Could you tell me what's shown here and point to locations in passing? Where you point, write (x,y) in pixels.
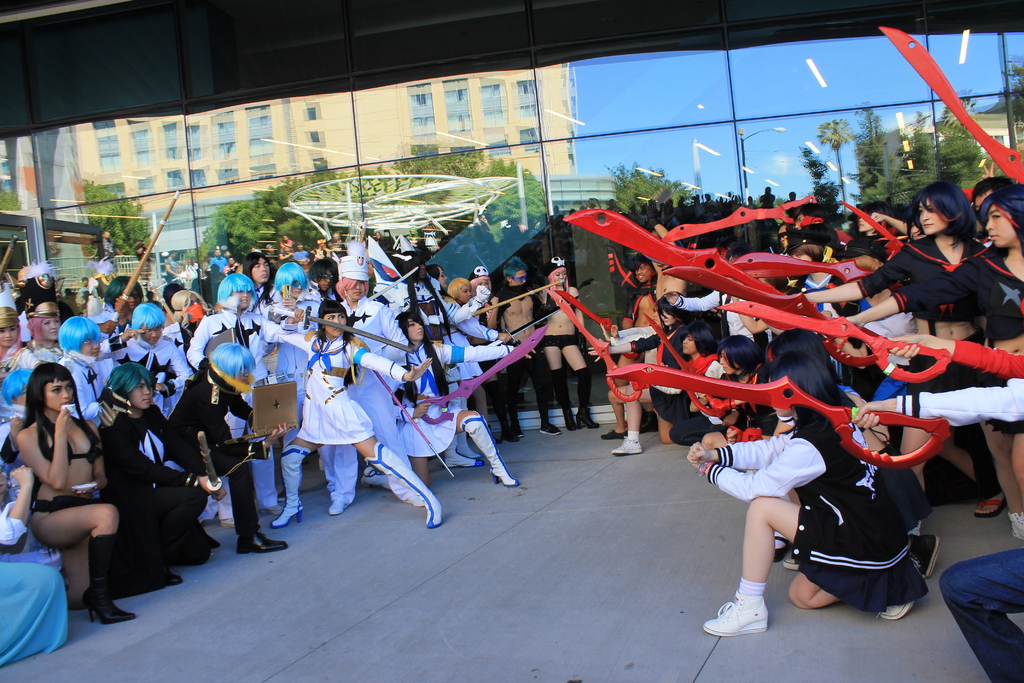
This picture describes about group of people (450,317), few people (345,403) are holding an objects (707,388) in their hands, beside to them we can see a glass (609,139), in the reflection (134,175) we can find few buildings (209,210), trees (469,165) and poles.
